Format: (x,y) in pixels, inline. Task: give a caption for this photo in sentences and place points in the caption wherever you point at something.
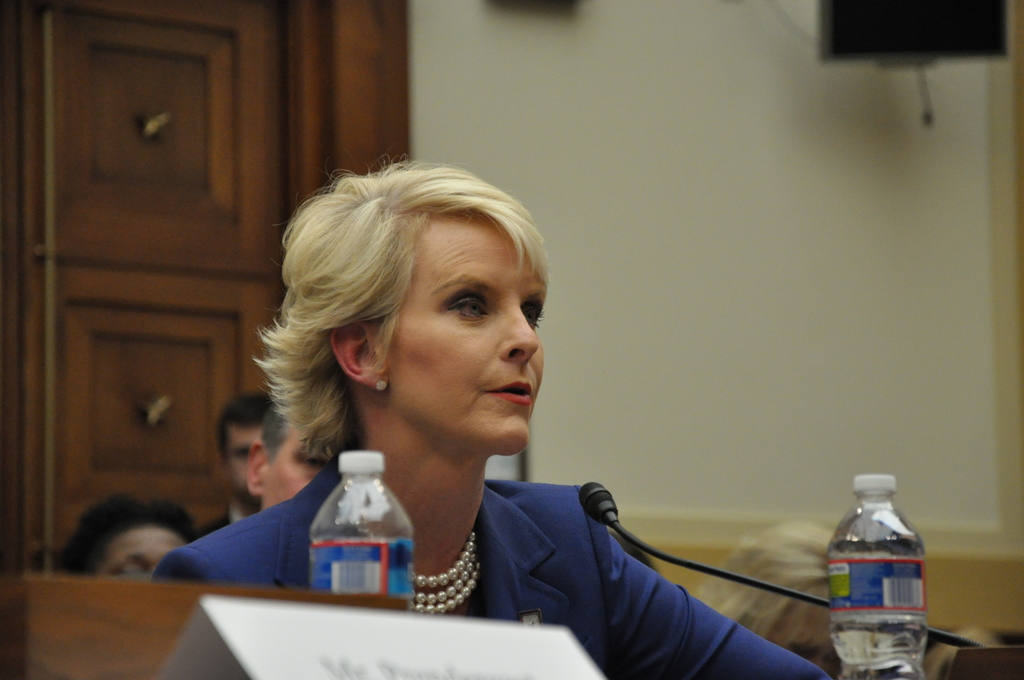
In a picture one woman (459,548) is present wearing a blue dress (560,586) and pearls (447,589) in her neck (448,592) and in front of her there are water bottles (899,544) and speaker (601,499), behind her there are people (130,529) behind them there is big wall (809,205) and a big door (228,58) and a tv (899,52) is placed on the wall (935,193).
